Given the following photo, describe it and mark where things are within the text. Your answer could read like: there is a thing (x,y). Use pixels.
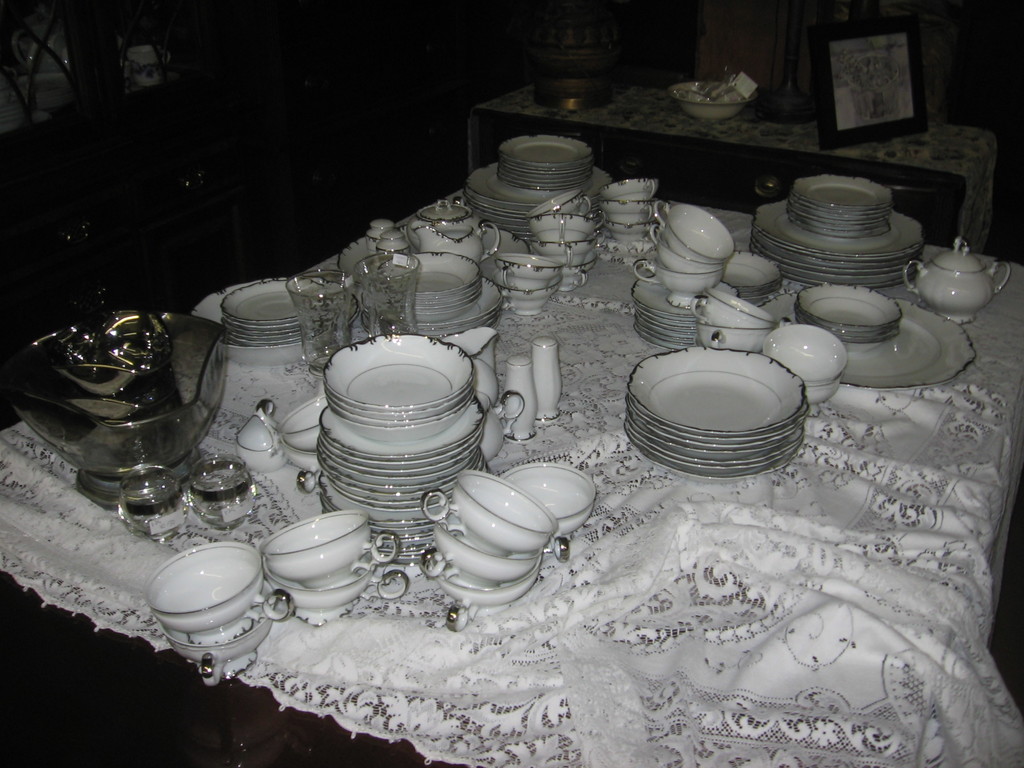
In this picture we can observe some plates (413,430), bowls (659,391) and a teapot (922,287) placed on the white color cloth (423,627). All the dishes (481,379) were in white color. We can observe glasses (329,309) on this cloth (278,386). There is a desk (694,118) on which we can observe a photo frame (853,110). The background (350,49) is dark.
